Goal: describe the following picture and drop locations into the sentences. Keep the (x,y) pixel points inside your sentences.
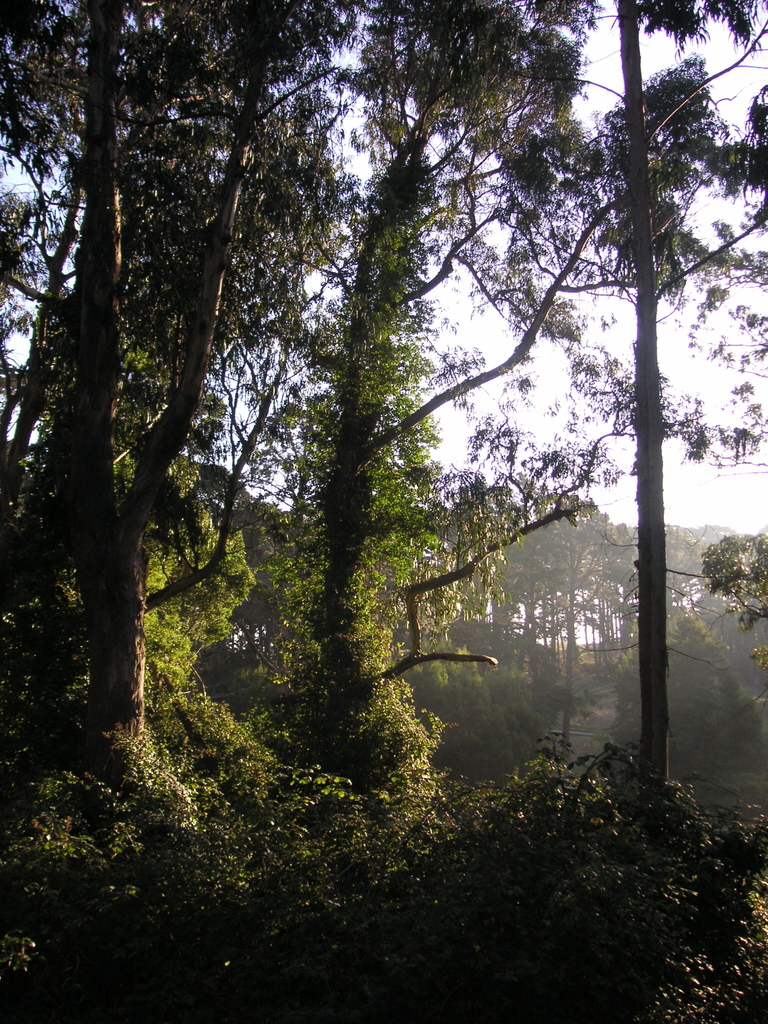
In the picture we can see a plant (360,926) and trees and in the background (550,628) also we can see trees (619,558) and sky (607,493).
